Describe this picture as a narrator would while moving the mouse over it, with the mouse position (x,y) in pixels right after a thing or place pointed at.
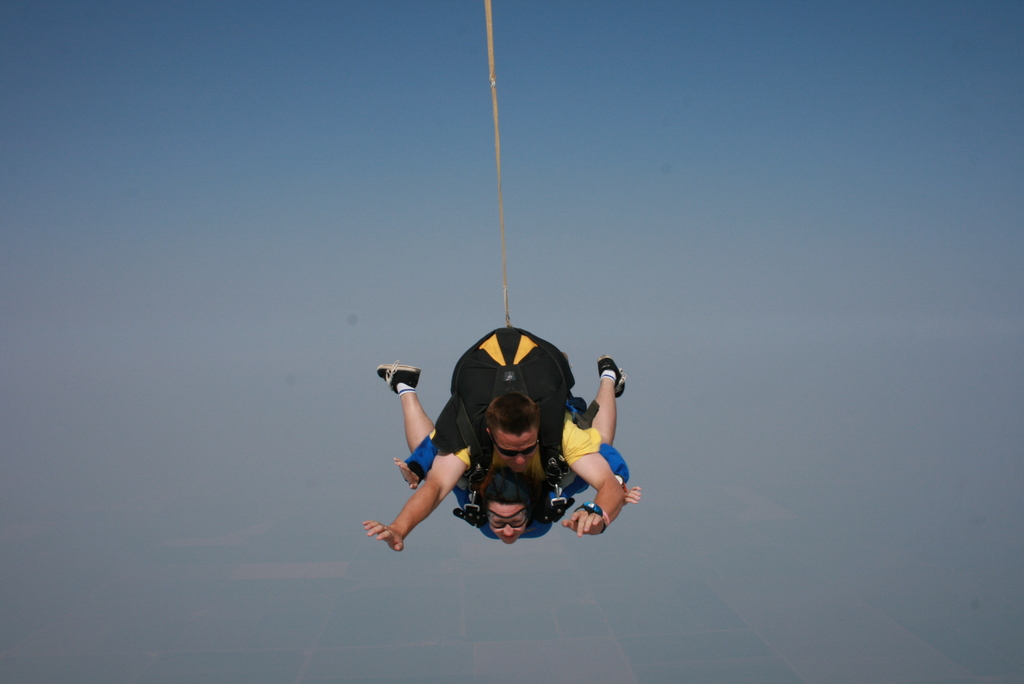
In this image, in the middle (580,440), we can see two people (566,421) man (516,449) and woman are in the air. In the middle of the image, we can see a rope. In the background (576,368), we can see a sky (560,292).
